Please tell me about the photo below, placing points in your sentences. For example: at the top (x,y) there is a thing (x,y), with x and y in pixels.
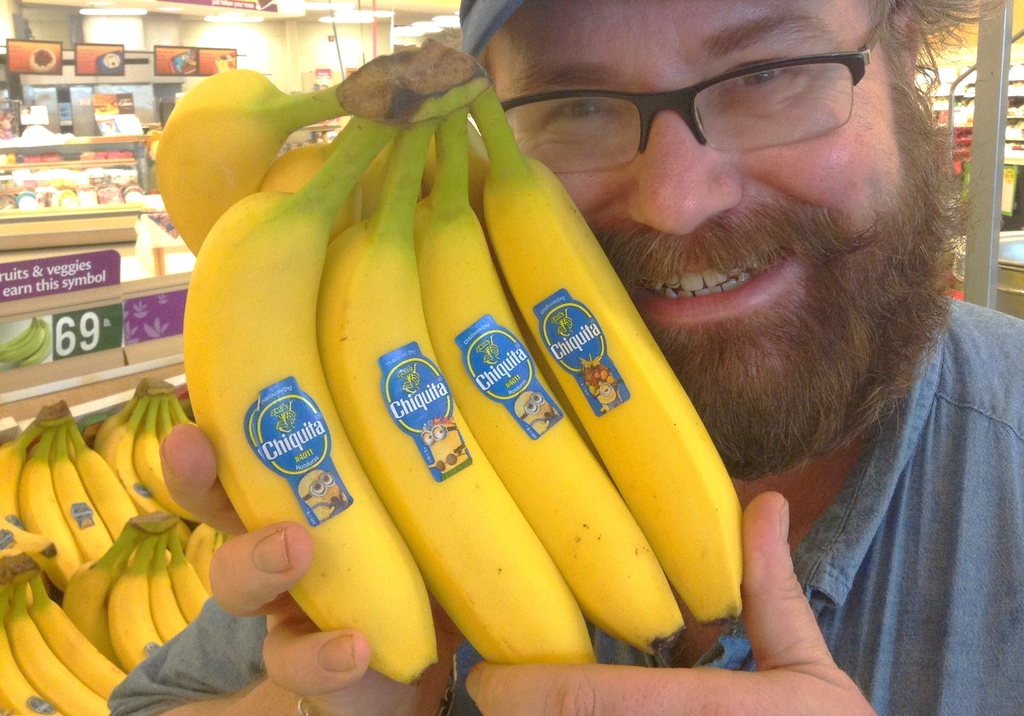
In this picture there is a man (643,78) in the center of the image (549,429), by holding bananas (371,202) in his hand (435,604) and there is a rack (100,419) in the background area of the image (26,406), which contains fruits (59,473) and other items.
